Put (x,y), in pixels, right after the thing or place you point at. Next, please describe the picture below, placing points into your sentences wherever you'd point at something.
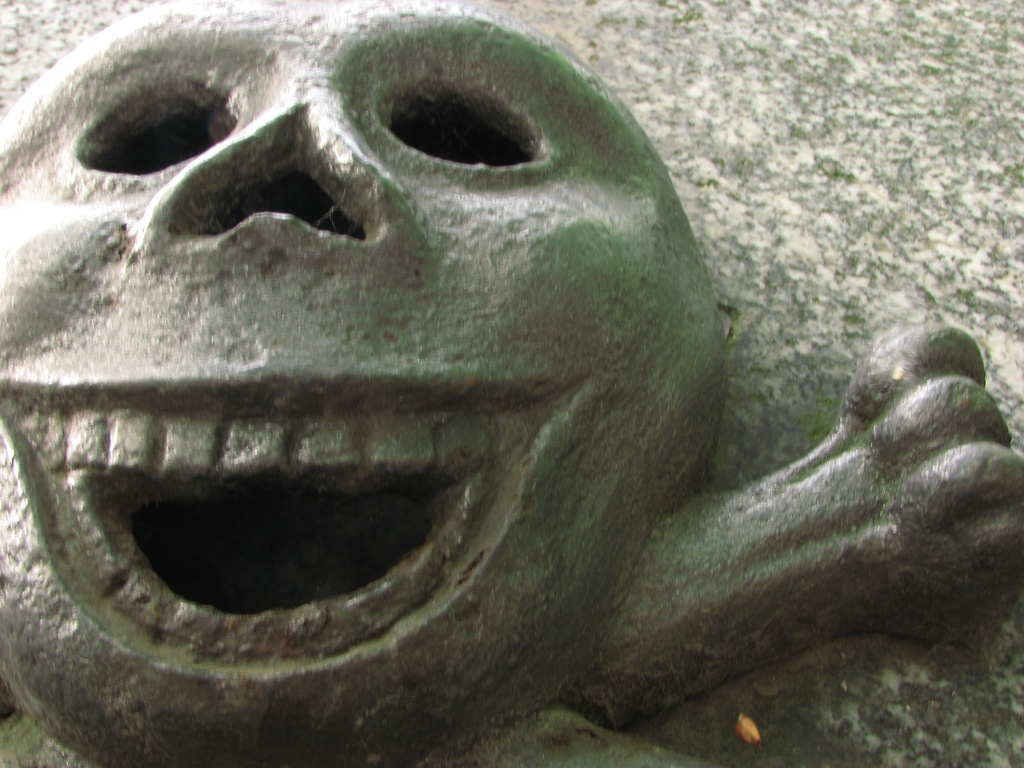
In the picture I can see a sculpture (406,431).
